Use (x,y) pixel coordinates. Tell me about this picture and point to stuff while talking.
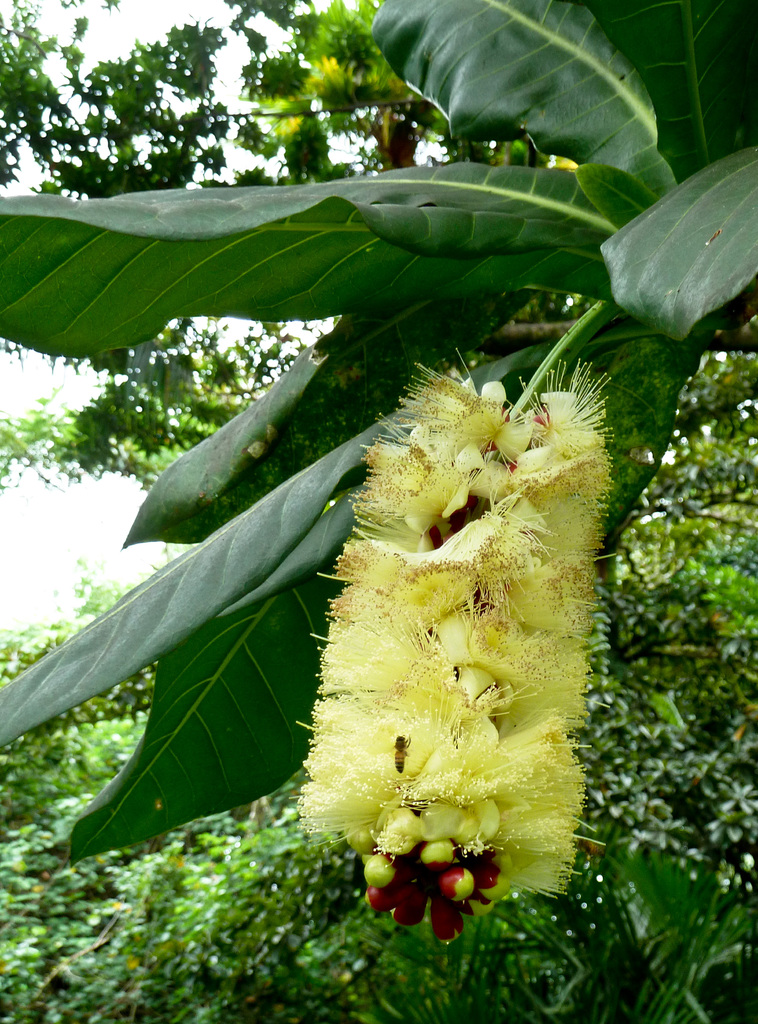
In this picture I can see a tree (663,146) with a flower (372,704), there is an insect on the flower (410,775), there are trees (725,1014), and in the background (33,524) there is sky (33,524).
